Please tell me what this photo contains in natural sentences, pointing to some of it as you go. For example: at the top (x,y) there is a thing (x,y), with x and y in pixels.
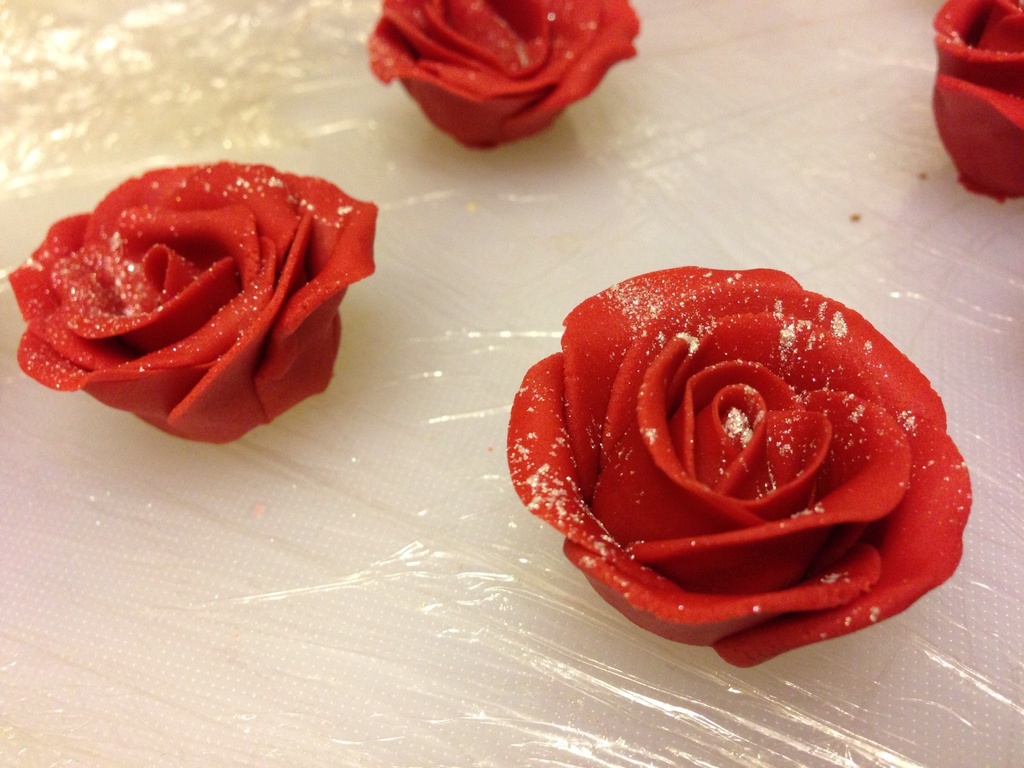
In this picture we can see red roses (542,63) on the plastic cover (468,397). On the bottom (195,698) we can see white color cloth (252,687) or tissue paper (205,691).
